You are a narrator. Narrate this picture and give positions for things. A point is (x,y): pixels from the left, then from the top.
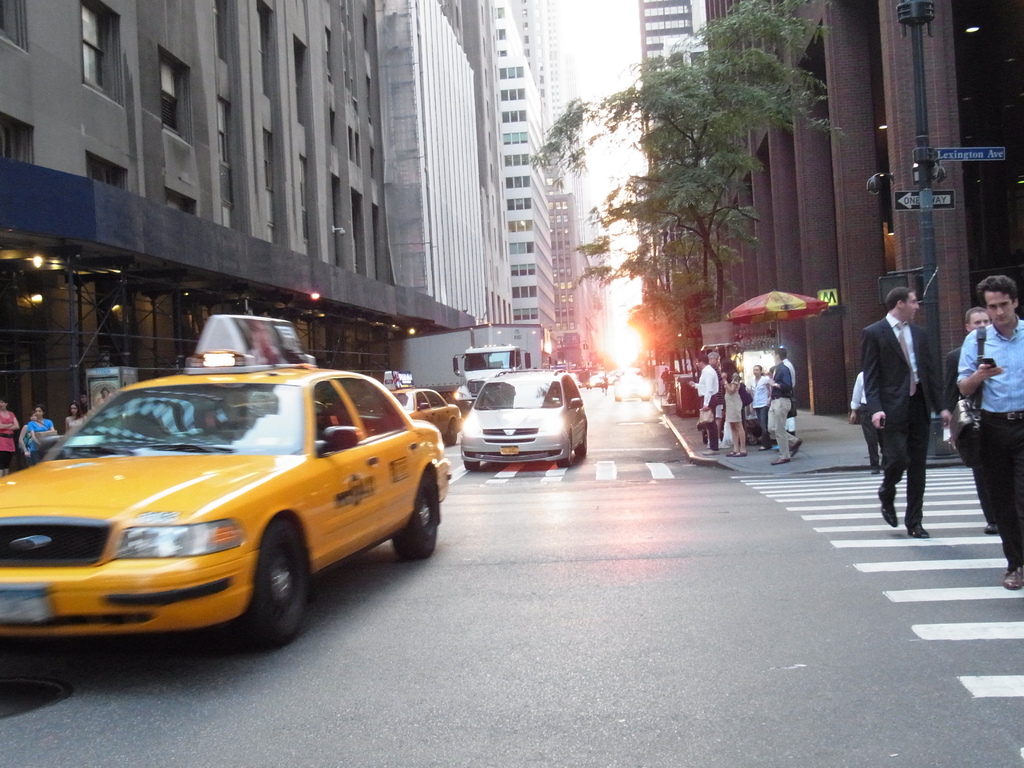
In this picture we can see vehicles (441,399) on the road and a group of people (952,369) where some are walking and some are standing on a footpath (659,397), umbrella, trees (710,245), buildings (805,202) with windows (88,160), lights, name boards (941,151) attached to a pole (919,185) and in the background (612,82) we can see the sky (619,128).
